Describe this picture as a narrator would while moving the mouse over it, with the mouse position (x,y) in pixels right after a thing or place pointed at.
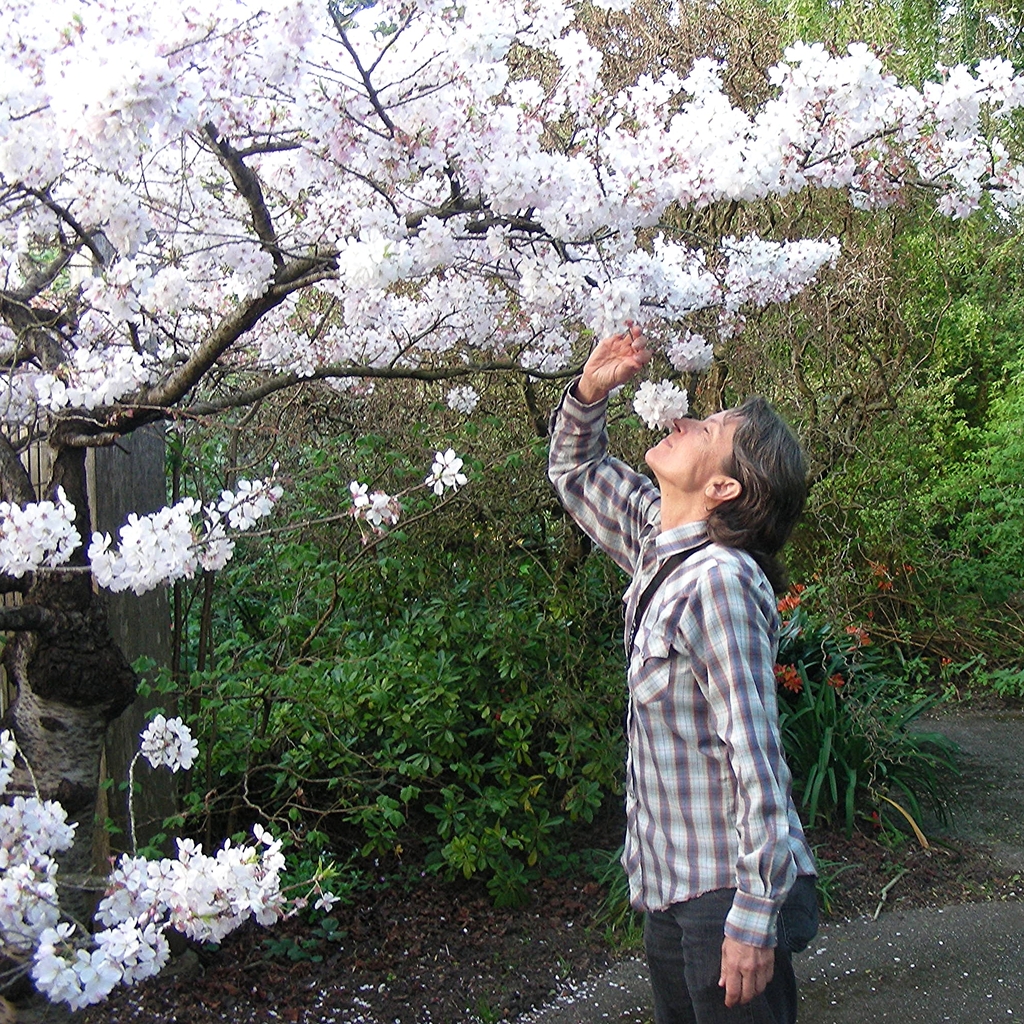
In the image I can see a person (743,417) who is holding the flower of a tree (483,140) to which there are some flowers (410,317) which are in white color and around there are some other trees (910,638) and plants (524,576).
